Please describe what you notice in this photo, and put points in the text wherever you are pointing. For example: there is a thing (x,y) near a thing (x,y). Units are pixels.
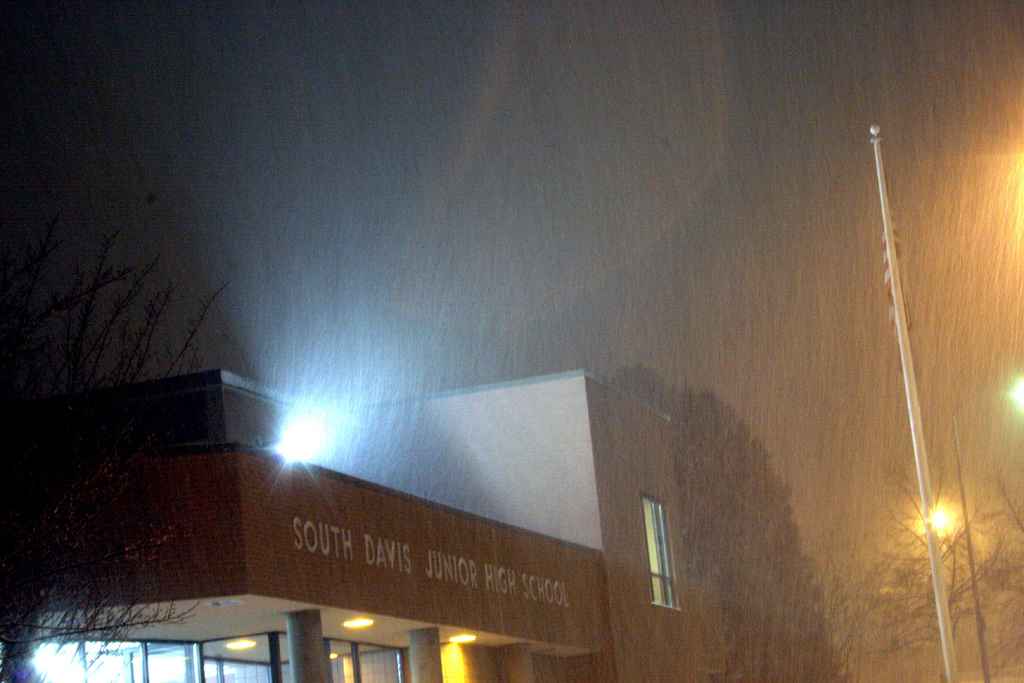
This image looks like an edited photo, in which I can see a building (476,586), lights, pillars (430,656), windows (147,662), trees (778,543), light poles (929,517) and the sky (562,322).
